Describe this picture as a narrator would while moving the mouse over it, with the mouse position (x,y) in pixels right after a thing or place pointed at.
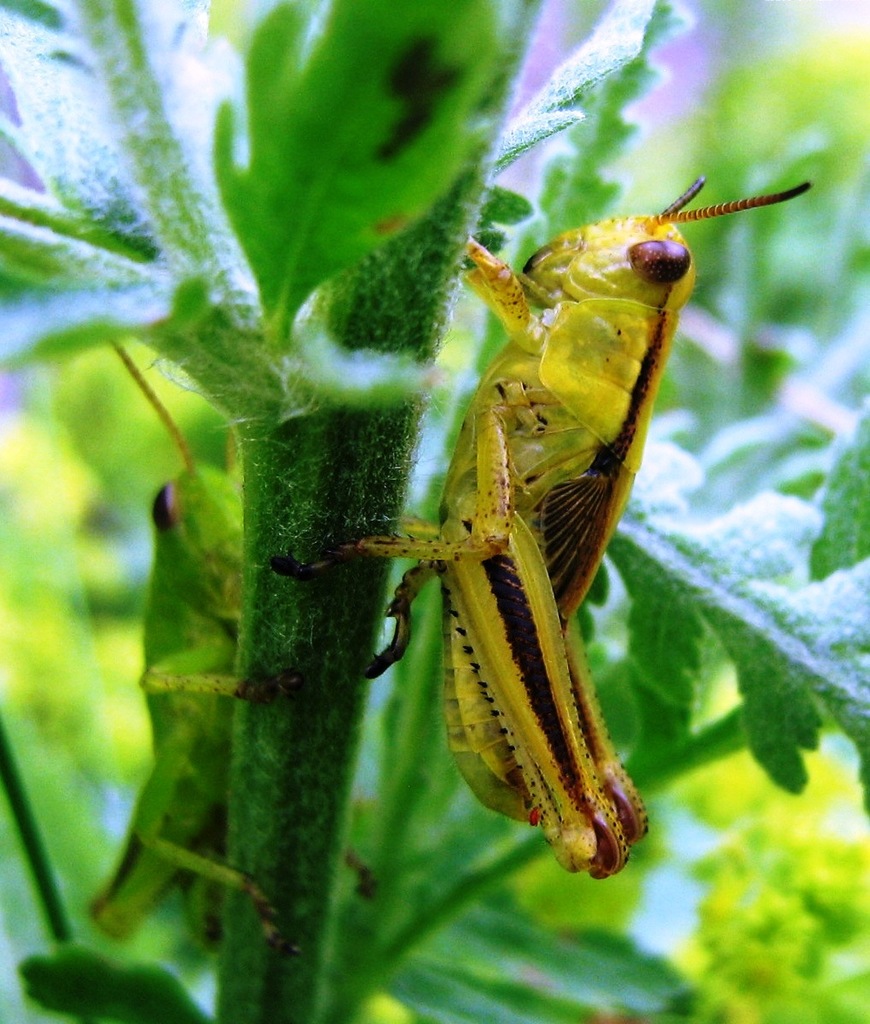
In this image there are two insects (198,620) on a plant (301,608).
